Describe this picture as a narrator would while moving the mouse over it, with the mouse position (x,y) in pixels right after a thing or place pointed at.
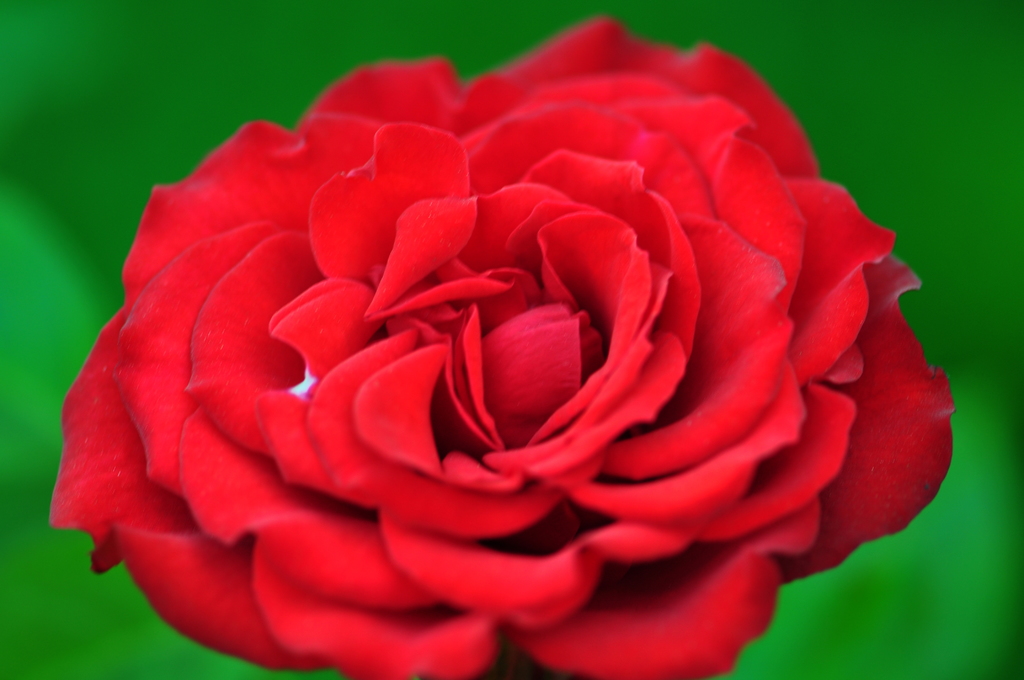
In this image we can see a rose flower (369,573).
